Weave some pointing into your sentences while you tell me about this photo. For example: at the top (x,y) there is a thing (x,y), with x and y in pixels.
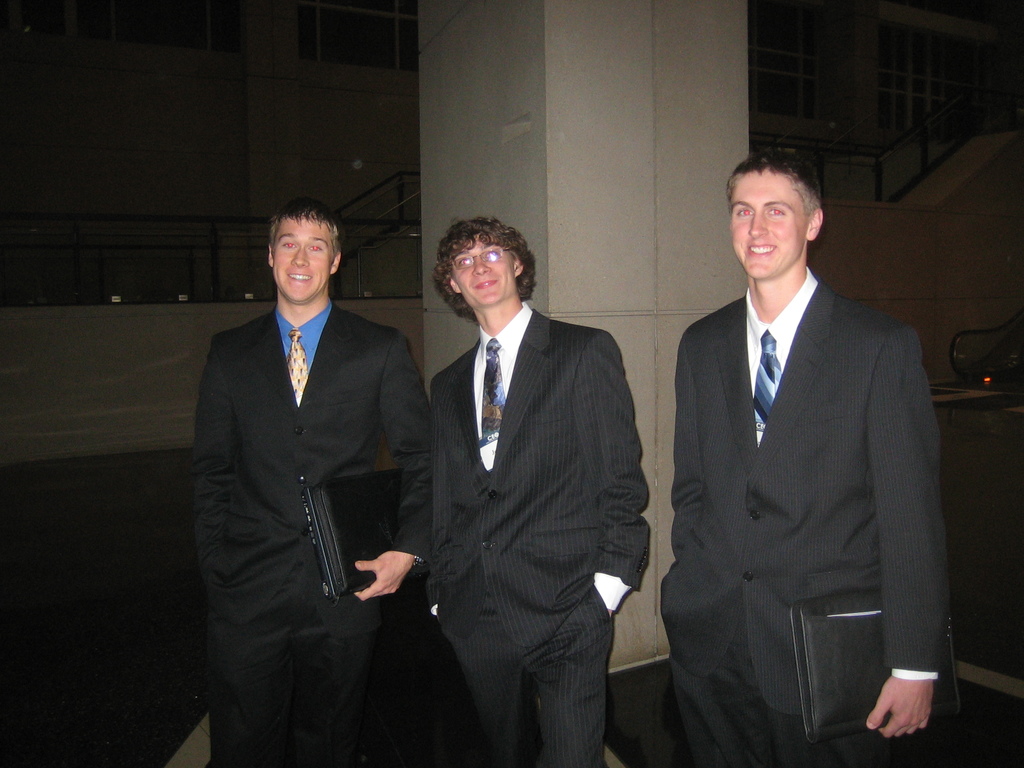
There are three persons (591,471) standing as we can see at the bottom of this image, and there is a pillar (563,155) in the middle of this image (668,261) and there is a wall (171,142) in the background (171,142).
